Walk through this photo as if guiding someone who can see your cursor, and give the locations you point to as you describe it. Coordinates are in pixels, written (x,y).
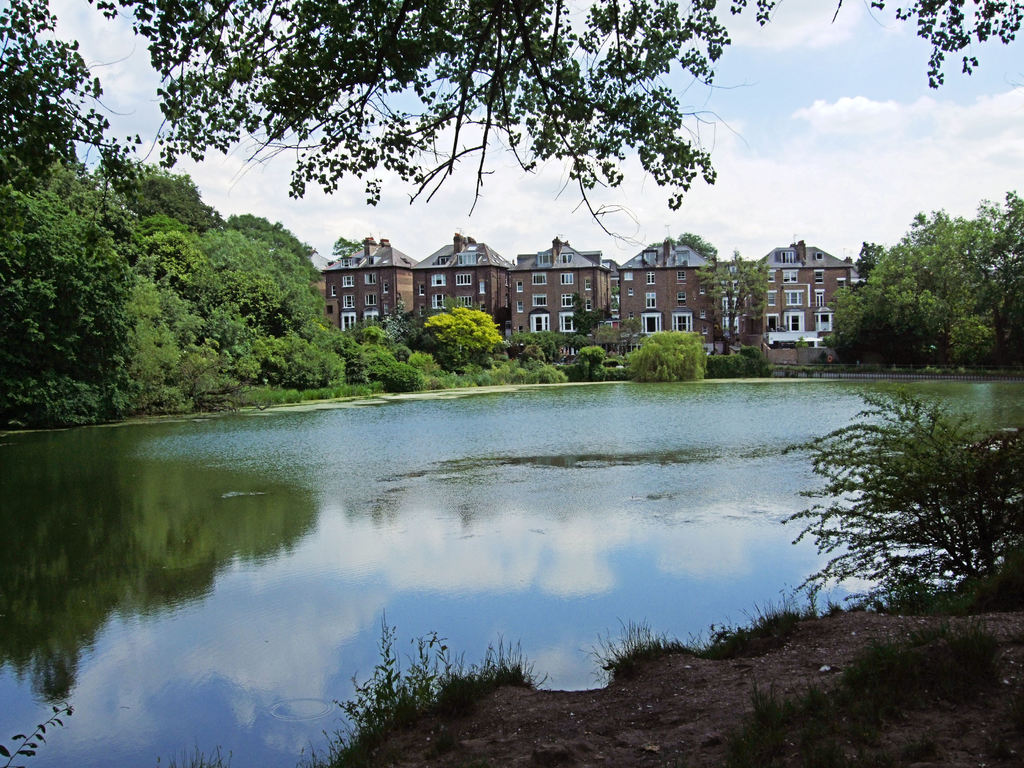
In this image I can see the water (368,575). To the right (906,539) I can see the plant (931,514). In the background (481,378) I can see many trees (460,346), buildings (710,322), clouds (845,130) and the sky (468,189).
